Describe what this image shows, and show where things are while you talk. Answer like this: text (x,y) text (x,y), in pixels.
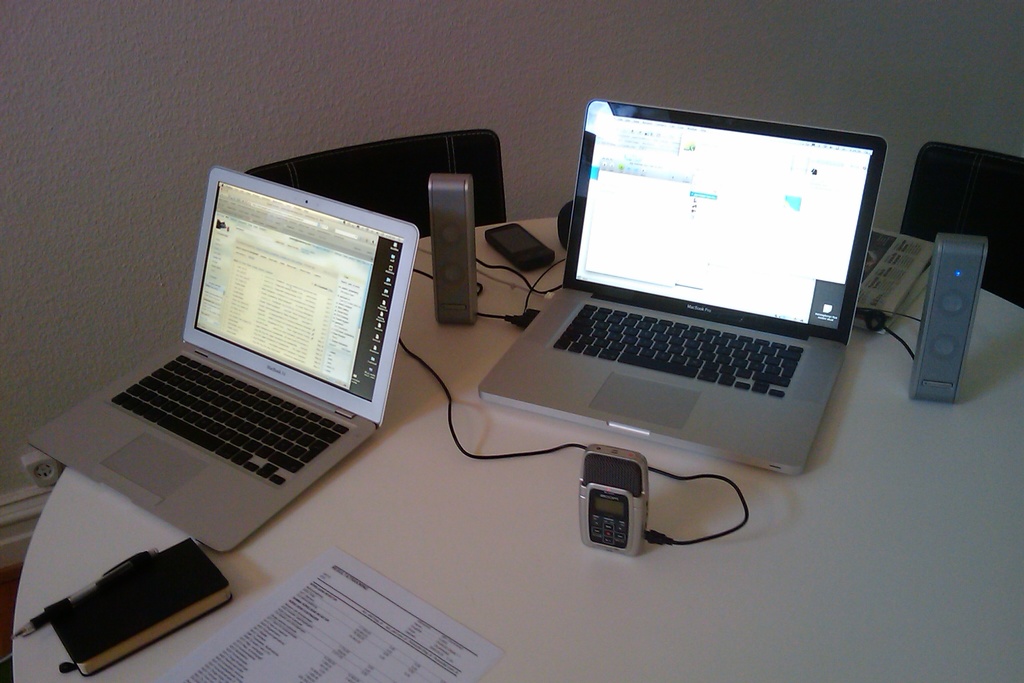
In this picture we can see a table (641,635) and on the table (367,487), there are laptops (301,384), cables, a paper (362,623), pen (115,573) and some objects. Behind the table (413,328), there are chairs (398,174) and a wall (394,35). On the left side of the image (59,468), there is an object (47,476) attached to the wall (9,466).
